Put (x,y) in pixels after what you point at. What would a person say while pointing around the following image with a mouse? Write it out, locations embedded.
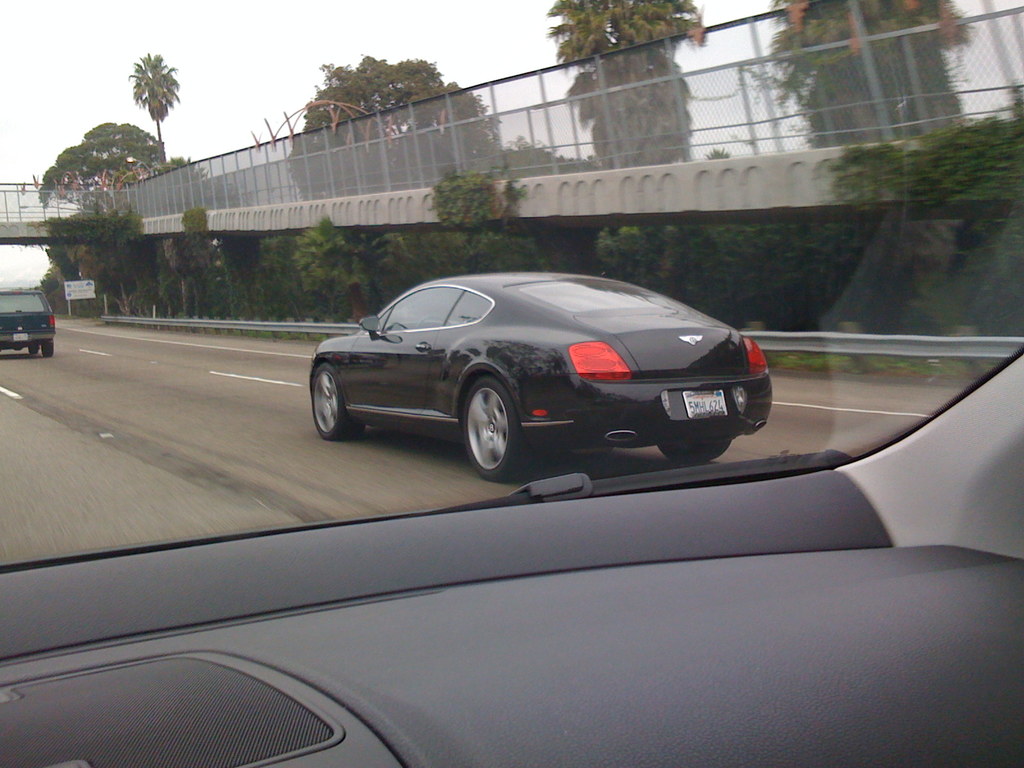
The picture is taken from a car (713,587). In the foreground of the picture (446,431) there are cars (48,347), road (203,449), trees (426,268), plants (151,273) and a bridge (325,147). Sky (193,118) is cloudy.
